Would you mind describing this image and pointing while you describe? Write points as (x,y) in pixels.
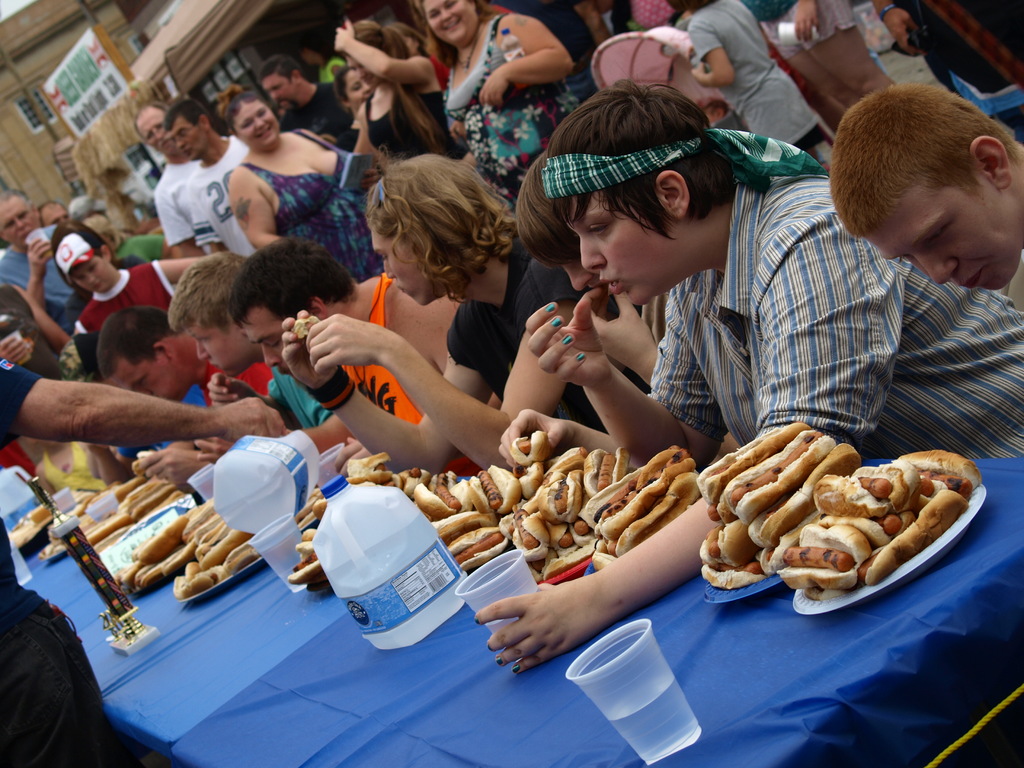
In this picture on the right side (920,375), we can also see group of people (531,308) sitting on the chair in front of the table (830,605), on that table (581,565), we can see blue color cloth (587,743), food items (526,549), water glass (625,730), jars (329,503). On the left corner (298,434), we can also see a person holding a jar (238,463). In the background (187,187), we can see group of people (522,100), In the background (130,38), we can also see hoardings (80,50), buildings (16,163), windows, pillars (38,108).
